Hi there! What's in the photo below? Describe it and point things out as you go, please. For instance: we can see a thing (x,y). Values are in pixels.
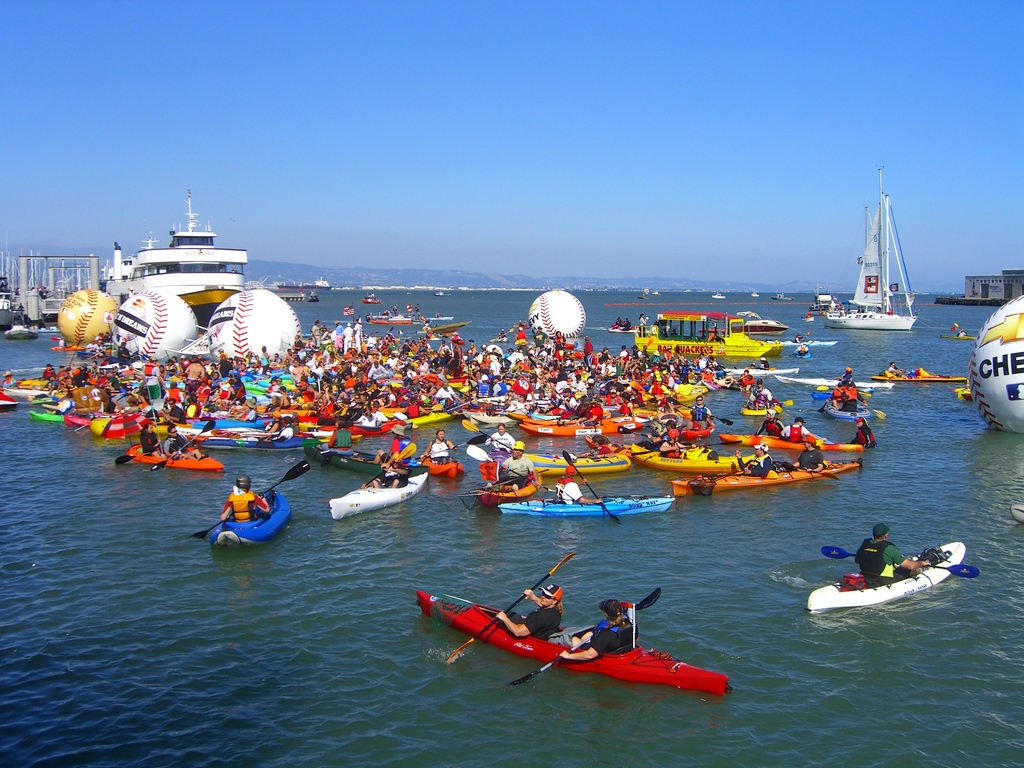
In this image I see number of boats (178,286) on which there are people (835,398) sitting on it and I see most of them are holding paddles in their hands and I see the water (964,718). In the background (368,254) I see the sky (540,207) which is of blue in color.
